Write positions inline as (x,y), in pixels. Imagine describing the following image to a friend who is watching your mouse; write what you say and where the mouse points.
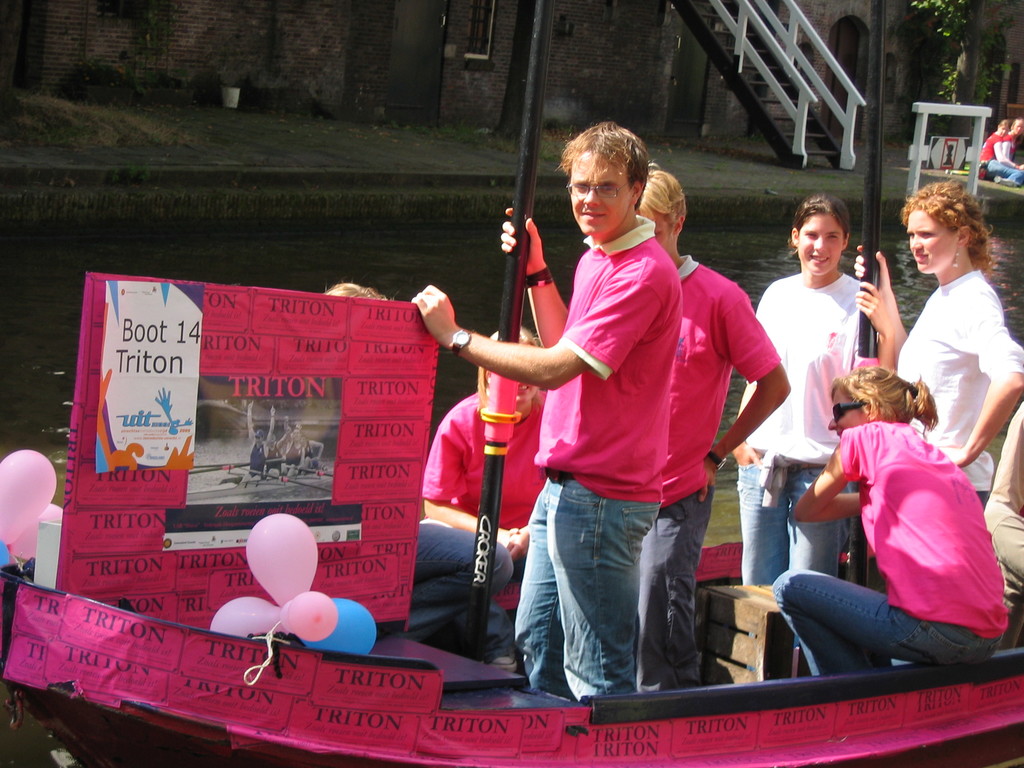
In this picture we can see a boat (263,735) on the water (501,287) with some people (697,364), poles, wooden object (733,591), balloons (272,612) and posters (296,341) on it. In the background (744,148) we can see the floor (238,110), staircase (792,80), two people (1007,143), window (487,45), tree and the wall (490,115).
